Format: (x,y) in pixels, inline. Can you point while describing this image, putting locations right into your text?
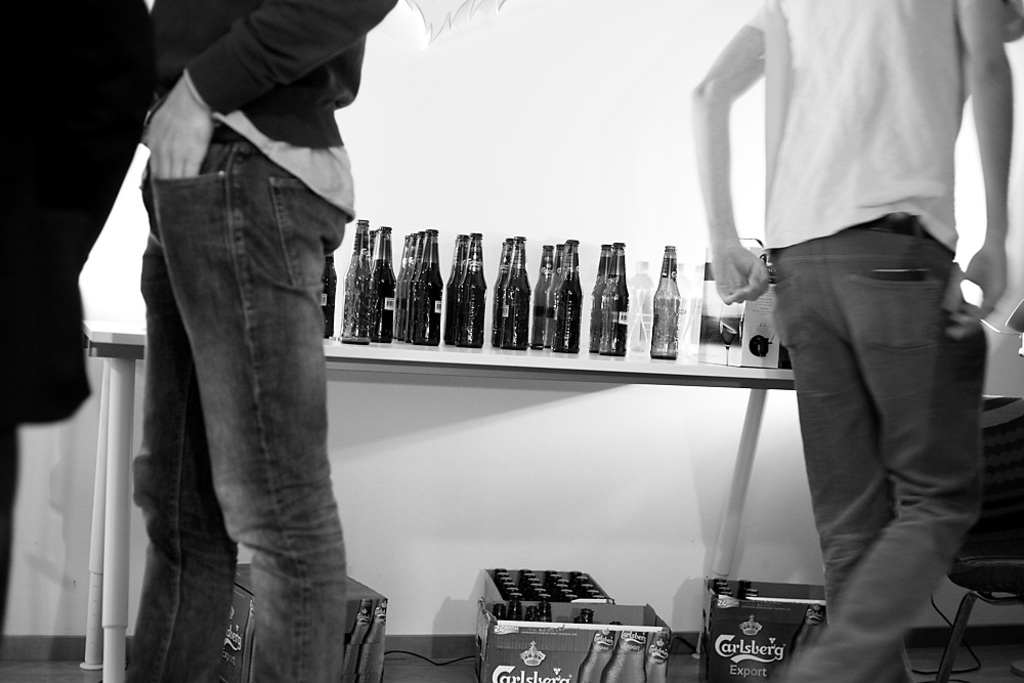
It is the black and white image in which there is a table (552,353) in the middle (552,351). On the table (491,357) there are glass bottles (515,275). On the left side (219,251) there is a man (229,389) who is standing on the floor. On the right side (835,125) there is a man (839,197) who is walking on the floor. At the bottom (499,637) there are cardboard boxes (579,605) in which there are glass bottles (549,588).
